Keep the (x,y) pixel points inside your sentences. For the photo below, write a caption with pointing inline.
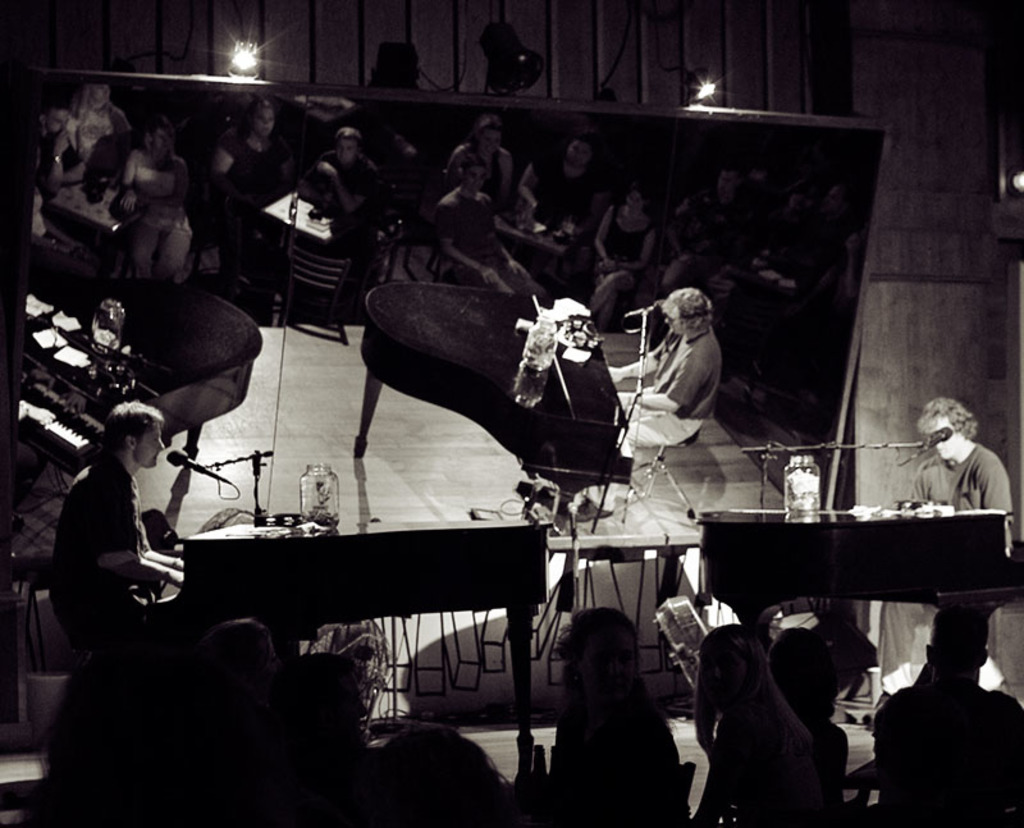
In this image there are group of persons (370,184) sitting on the chairs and at the middle of the image (668,361) there are two persons (119,446) who are playing musical instrument (337,542) and in front of them there are microphones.
